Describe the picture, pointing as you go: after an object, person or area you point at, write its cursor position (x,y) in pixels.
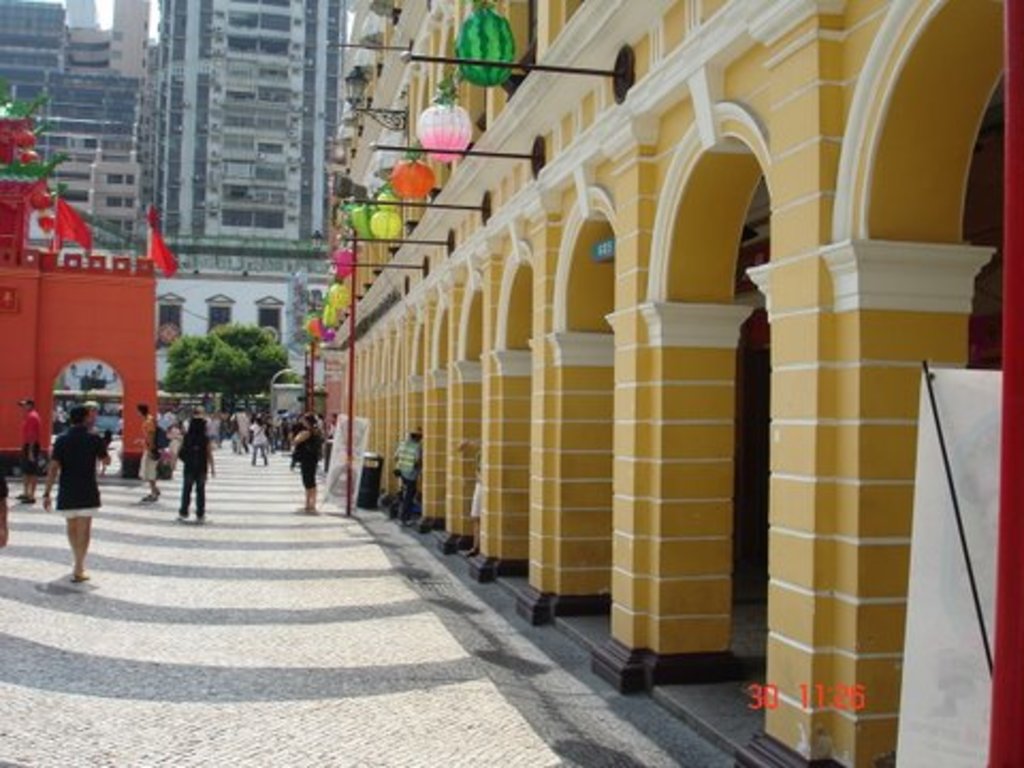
In the center of the image (377,278) we can see buildings (482,126), lights (457,125), poles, tree (225,356), windows (82,64), flags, arch (85,312), some persons (312,416), boards (355,449). At the bottom of the image (459,688) we can see road (443,701), board (967,652) and some text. At the top left corner (109,22) we can see the sky (152,24).
